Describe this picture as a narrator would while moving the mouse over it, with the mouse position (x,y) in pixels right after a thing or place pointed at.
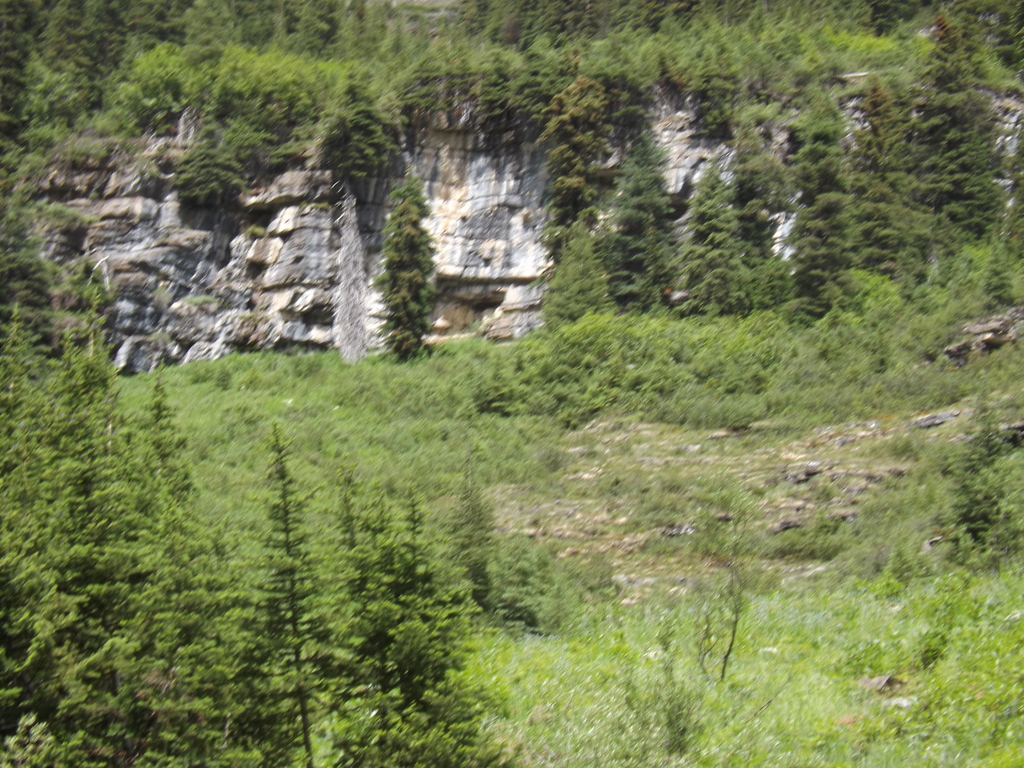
In this image we can see hill (236,326), trees (114,441) and plants (618,642).
